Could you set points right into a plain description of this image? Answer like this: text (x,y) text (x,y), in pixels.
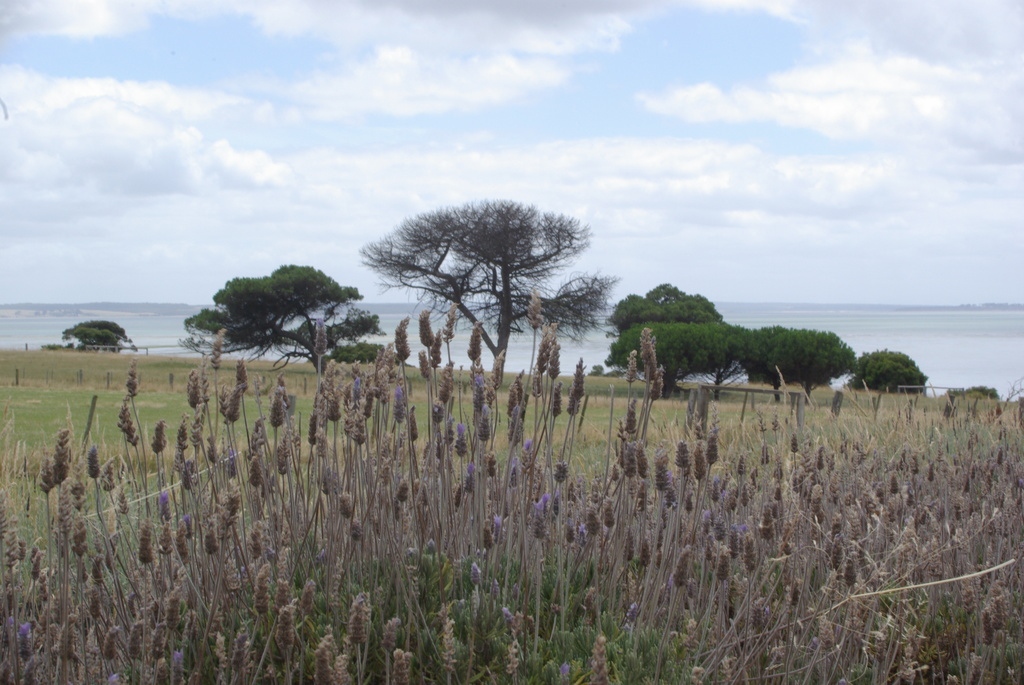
These are the plants (574,526). I can see the trees (826,358) with branches (261,342) and leaves (263,311). I think this is the water (923,339). These are the clouds (658,111) in the sky (384,163).
